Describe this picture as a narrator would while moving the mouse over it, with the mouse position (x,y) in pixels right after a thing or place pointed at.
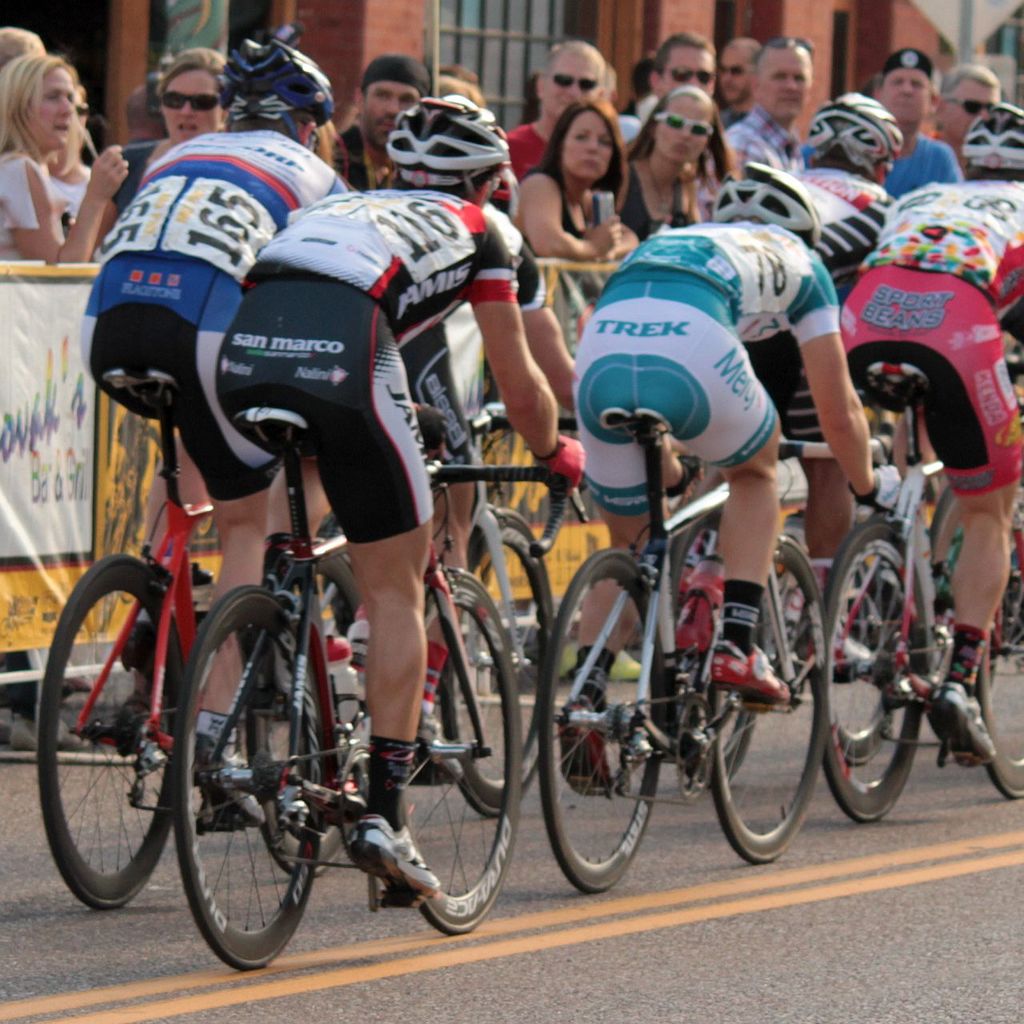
There are group of people (336,265) wearing helmets (310,112), sitting on bicycles (657,469) and cycling on the road (978,829). In the background (30,103), other people (655,76) are watching them, building (568,18), window (504,18) made up with glass (512,34), and a sign board (984,22).
